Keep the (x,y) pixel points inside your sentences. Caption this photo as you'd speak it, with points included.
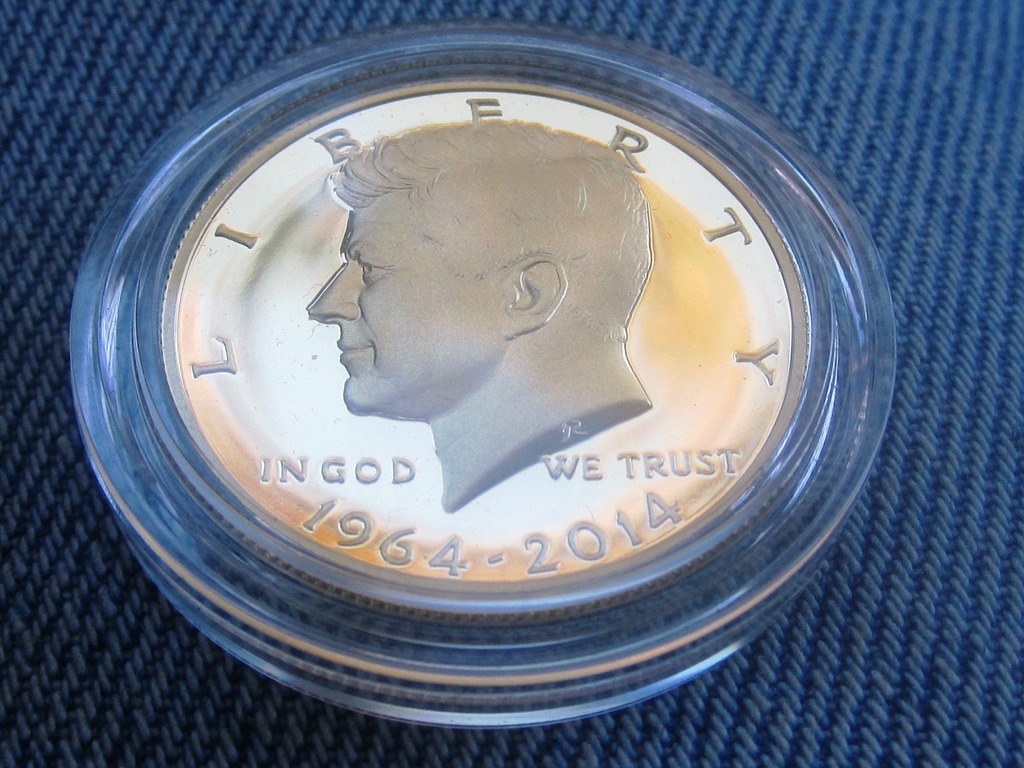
In the middle of this image (565,465), there are letters (668,507) and sculptures (582,366) of a person (570,166) on a coin (672,294) which is placed in a glass item (808,261). This glass item (754,570) is placed on a surface (672,735). And the background (661,3) is blue in color.
